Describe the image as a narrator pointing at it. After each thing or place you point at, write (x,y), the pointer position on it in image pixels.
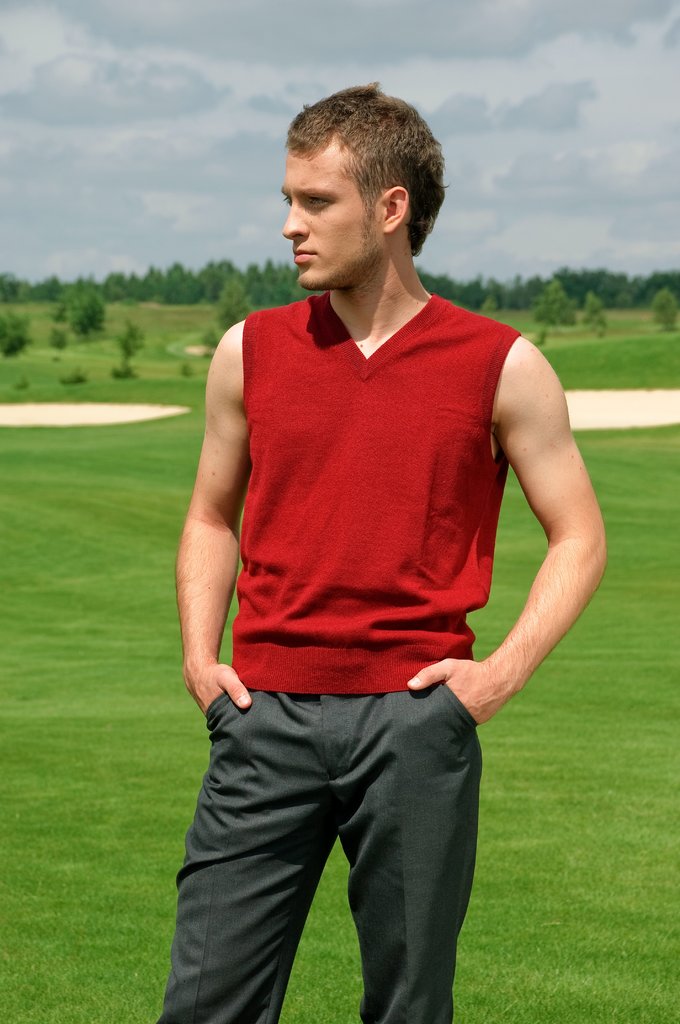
In this image, we can see a man (238,594) standing and in the background (565,275), there are trees (588,293). At the bottom (557,771), there is ground (556,766).
